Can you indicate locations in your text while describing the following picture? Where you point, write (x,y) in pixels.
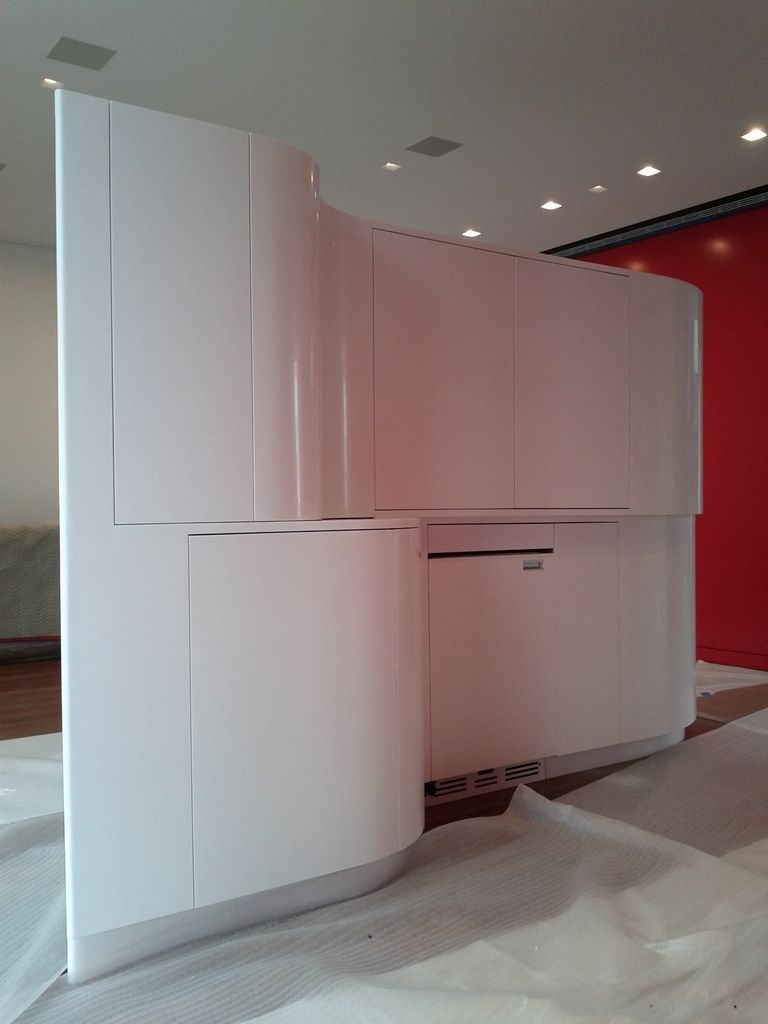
In this picture we can see furniture (337,476) and white sheets (554,842) on the floor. In the background of the image (745,450) we can see wall (49,335). At the top of the image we can see the lights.
